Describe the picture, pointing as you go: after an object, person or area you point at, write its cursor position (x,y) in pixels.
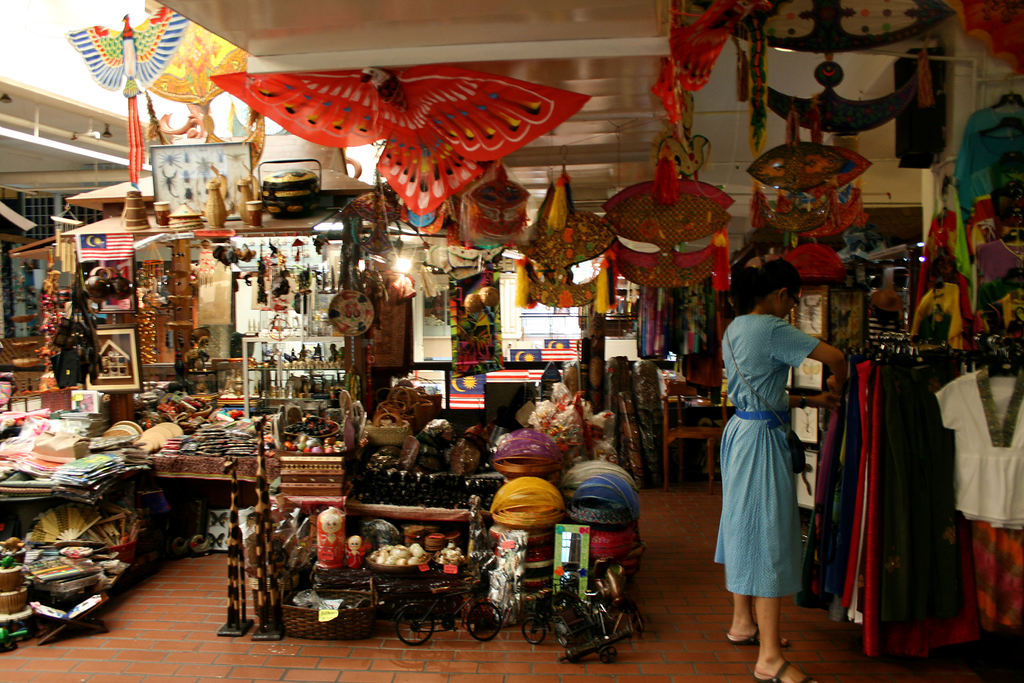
In this picture there is a view of the novelty shop (553,224). In the front (862,575) we can see the decorative hanging clothes (857,423) and some iron three wheel cycles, flute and some toys (317,553).
